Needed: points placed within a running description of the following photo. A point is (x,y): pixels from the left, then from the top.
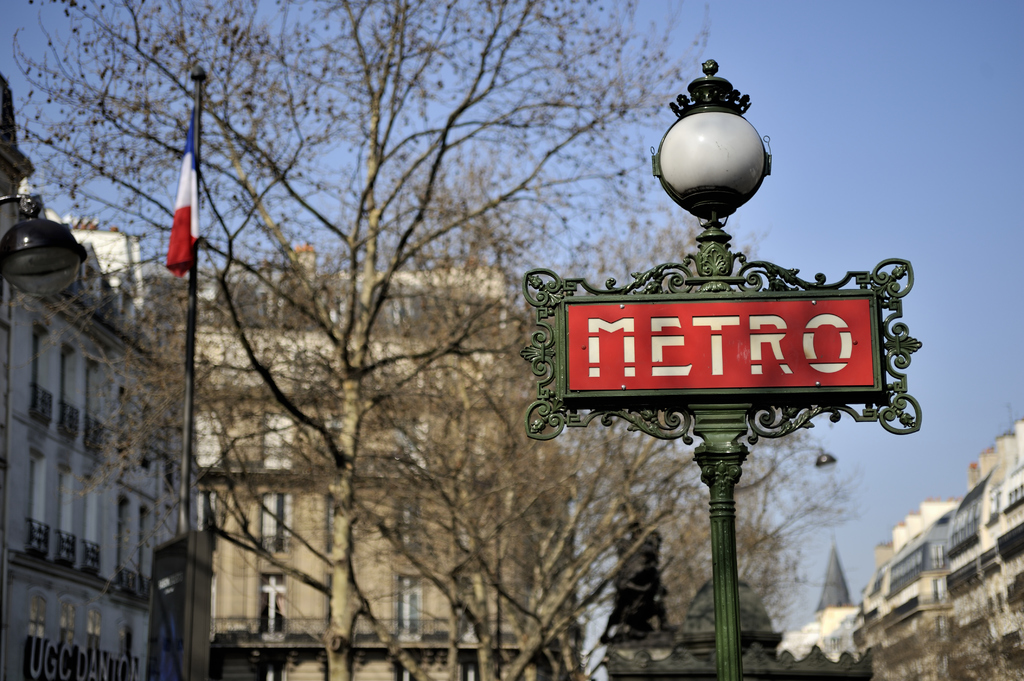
In this image I can see a green colour pole (698,429), a red colour board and a light (706,212) in the front (759,295). On this board (622,299) I can see something is written. In the background (304,514) I can see few trees (287,219), number of buildings (852,633) and the sky (883,110). On the left side of this image (75,269) I can see a light (35,199) and a flag (183,222). On the bottom left corner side of this image I can see something is written.
